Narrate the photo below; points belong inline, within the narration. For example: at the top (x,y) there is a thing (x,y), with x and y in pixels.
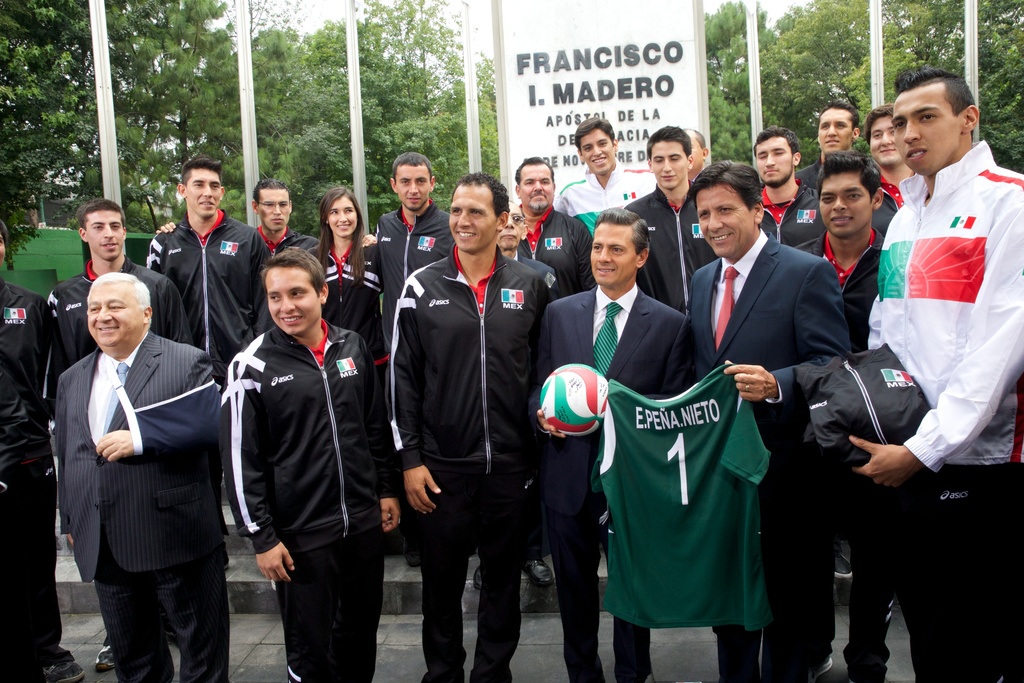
There are group of people (555,197) standing and smiling. I can see three people (739,308) holding a ball (573,377), T-shirt (687,422) and jerkin (850,392) in their hands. This looks like a name board (594,47). These are the kind of pillars (108,122). I can see the trees (196,107) with branches (132,106) and leaves (67,124).
